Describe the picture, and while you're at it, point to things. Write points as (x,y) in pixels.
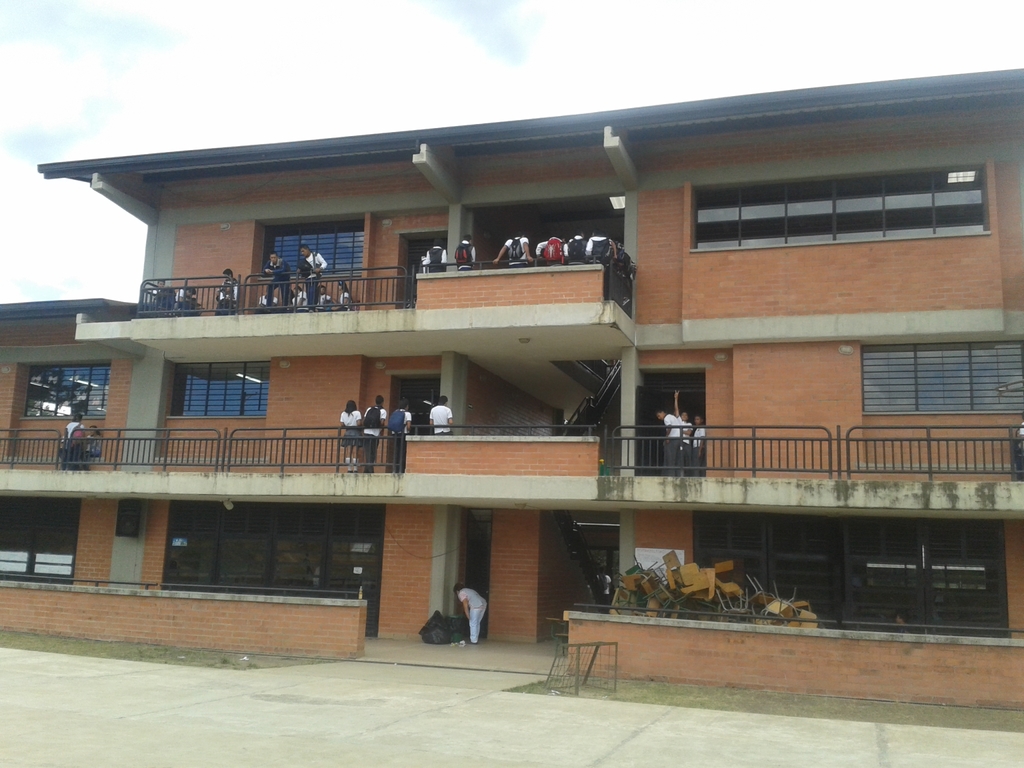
This picture is taken from outside of the building (840,573). In this image, in the building (215,475), we can see a group of people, glass window (974,377), brick wall (468,417), pillars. At the top (331,61), we can see a sky (335,50), at the bottom (514,740), we can see a land (679,716) and a grass (104,644).
